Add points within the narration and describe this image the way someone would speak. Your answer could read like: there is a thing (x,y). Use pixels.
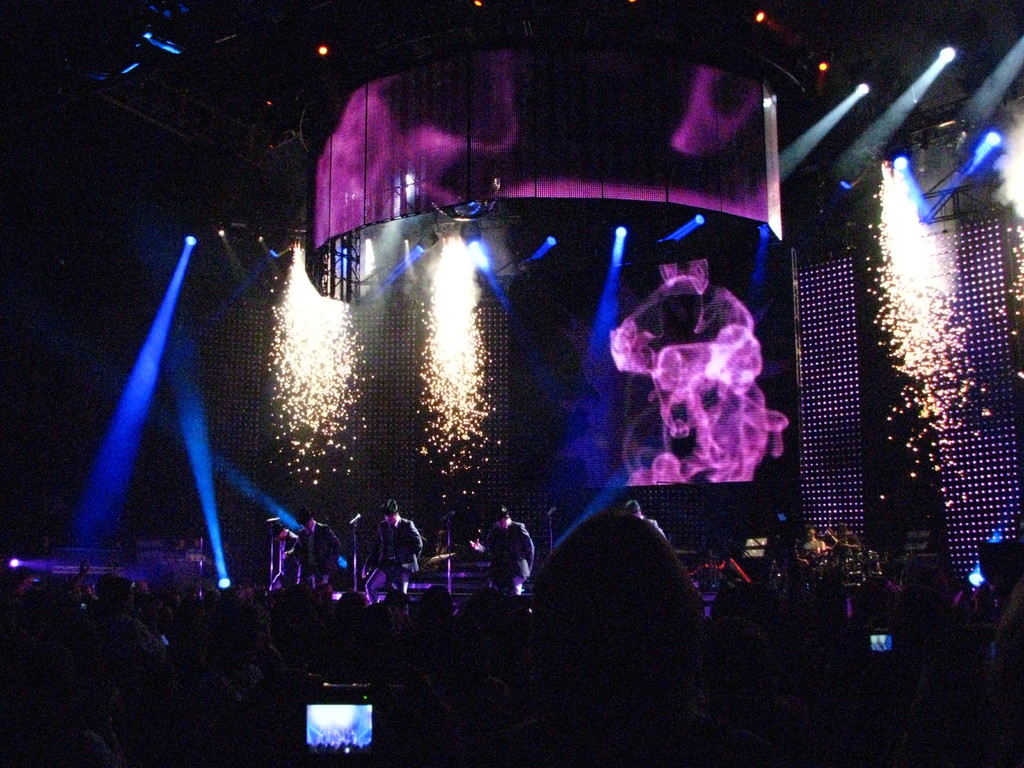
In this image I can see few people (307,577) are standing on the stage (438,575). I can see few mics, stands (450,518), group of people (295,619), colorful lights (443,290) and dark background (741,38).
